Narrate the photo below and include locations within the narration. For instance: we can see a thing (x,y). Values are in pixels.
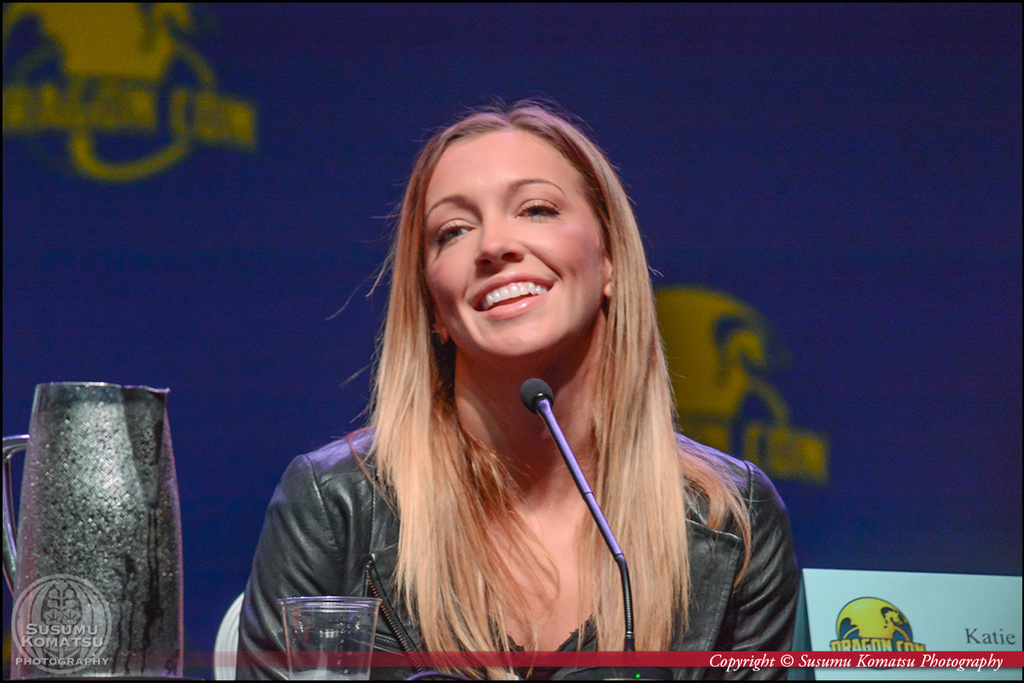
In this image in the foreground (505,305) we can see there is a woman (714,672) sitting on the chair (232,610), and at the bottom left hand corner (20,641) we can see jug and glass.
